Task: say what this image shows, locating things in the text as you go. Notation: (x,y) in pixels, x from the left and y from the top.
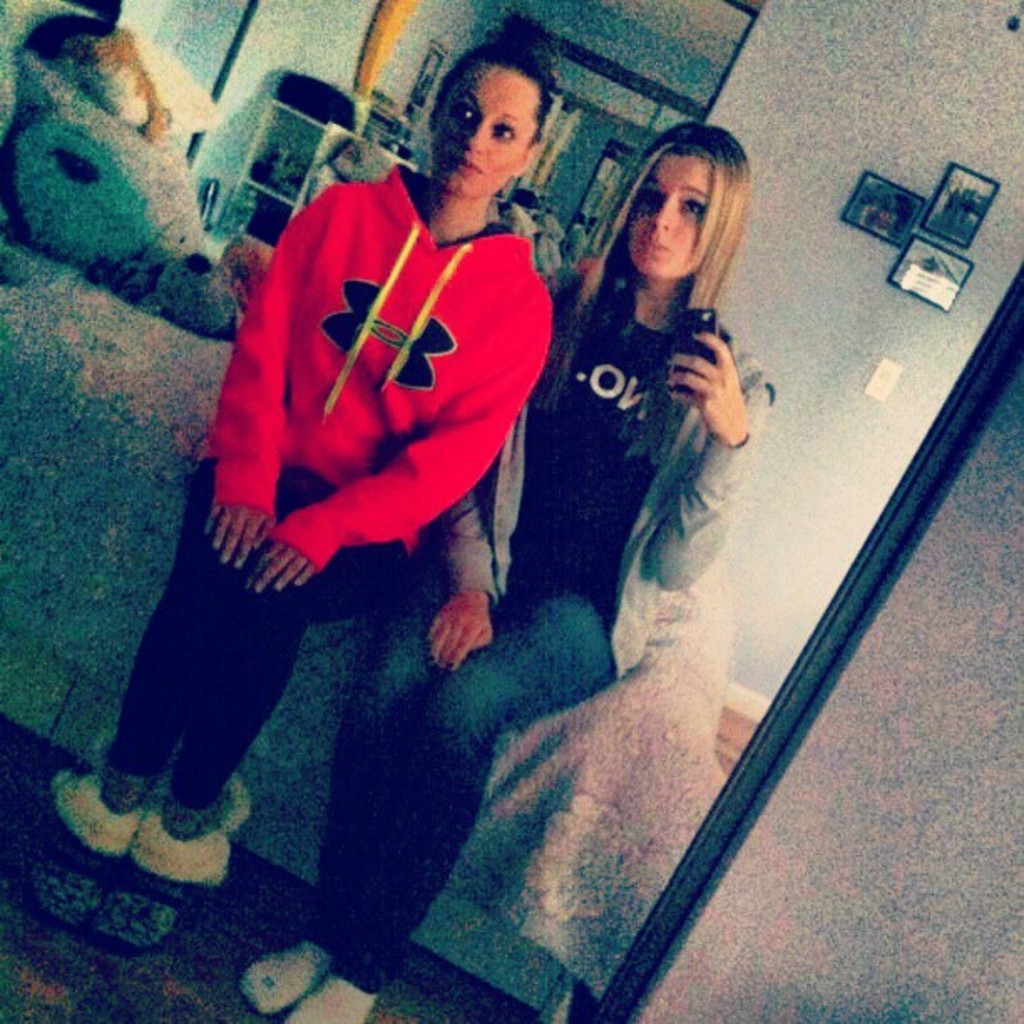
In this image a mirror (16,933) is attached to the wall (872,892). In the mirror (542,428) there is reflection (455,515) of two women (446,504) sitting on the bed (114,369) having a toy (213,327) on it. Woman (539,428) at the right side of image (694,436) is holding a mobile (682,350) in her hand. Behind them there is a rack (258,162) having few objects (307,91). Few picture frames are attached to the wall (795,420).
